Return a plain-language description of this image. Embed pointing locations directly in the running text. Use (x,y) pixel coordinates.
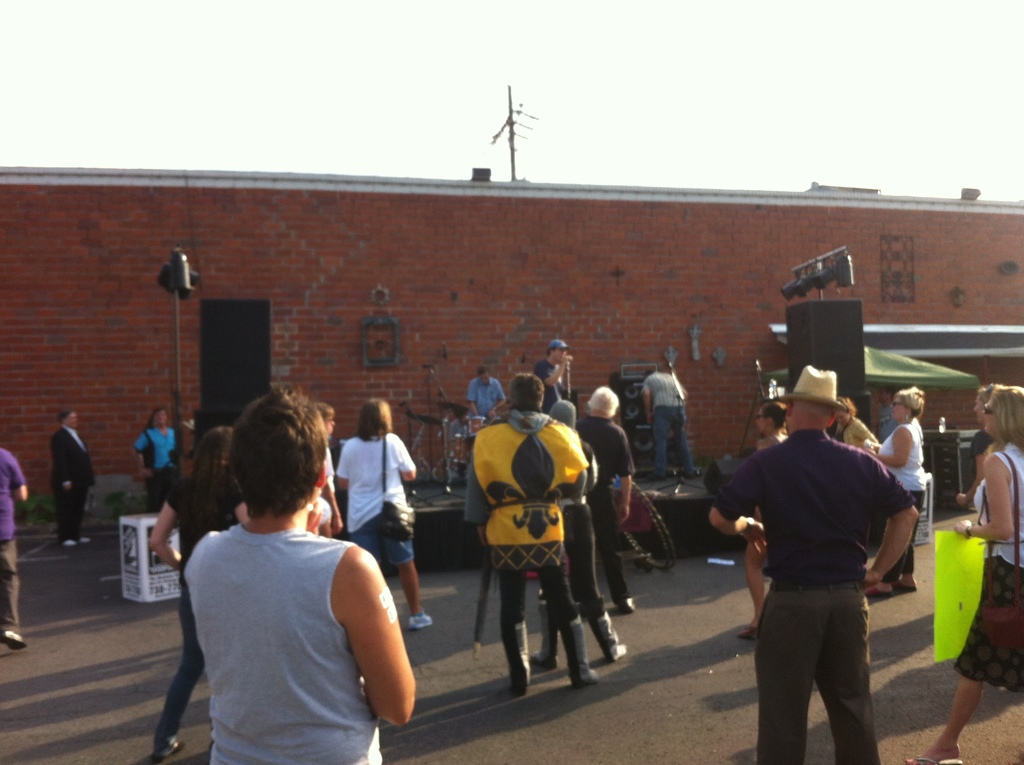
In this image people (521,630) are standing on the road (671,653). In front of them people (660,405) are playing the music on the stage (685,495). Beside the stage (414,500) there are speakers (848,342). At the background (732,285) there is a wall (414,254). On the right side of the image (938,455) there is a table (948,456) and on top of it there is a bottle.
